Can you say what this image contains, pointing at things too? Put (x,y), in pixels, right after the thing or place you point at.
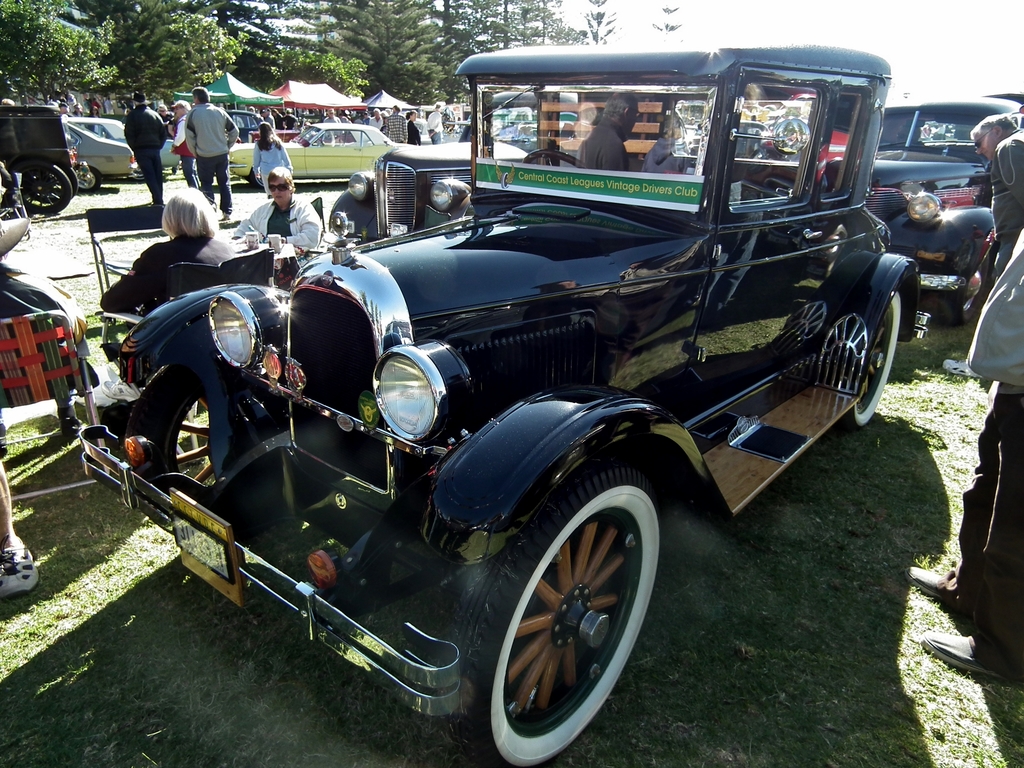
This image is clicked outside. There are trees (390,59) at the top (48,43). There are vehicles (545,210) in the middle (541,333). There are stalls (311,90) at the top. There are so many persons (220,157) in the middle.
